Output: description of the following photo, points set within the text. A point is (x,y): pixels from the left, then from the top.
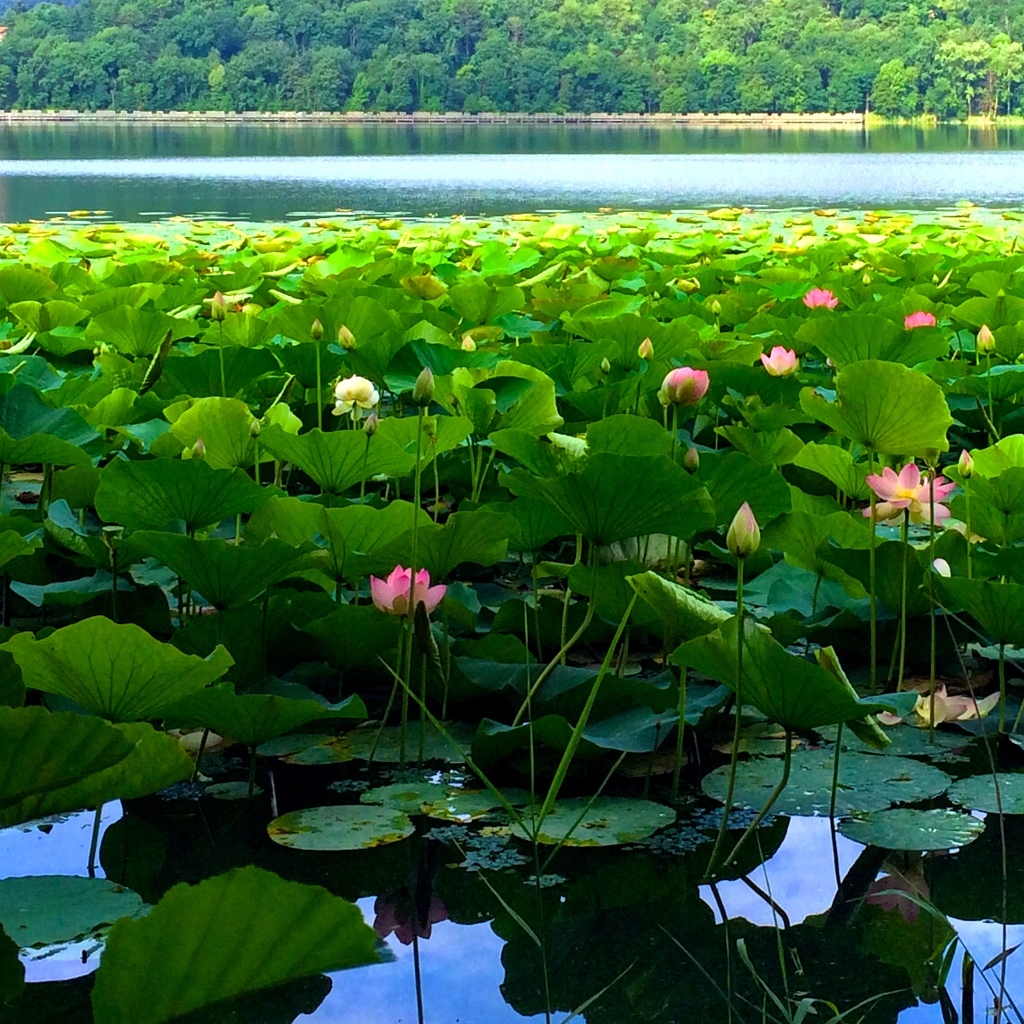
In this picture we can see flowers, plants (526,412), water (747,177) and in the background (263,74) we can see trees (416,86).
